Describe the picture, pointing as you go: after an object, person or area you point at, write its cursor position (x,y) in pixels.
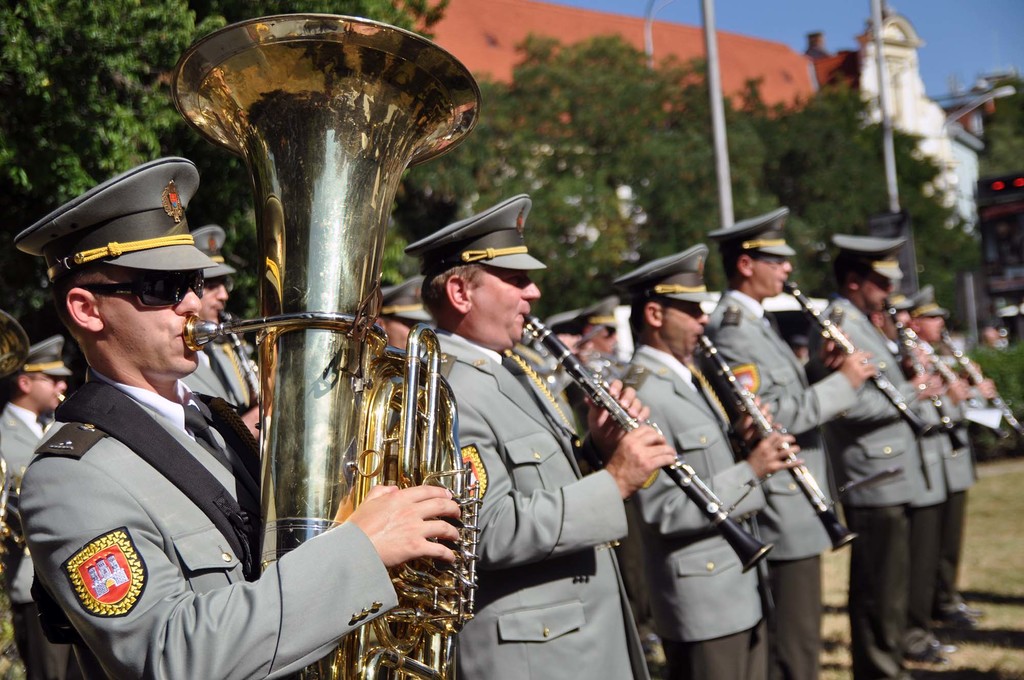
In this image there are group of people (504,280) standing and holding the clarinets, tuba (314,16), and in the background (41,51) there are trees (794,231), poles (878,36), building (765,53), sky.
